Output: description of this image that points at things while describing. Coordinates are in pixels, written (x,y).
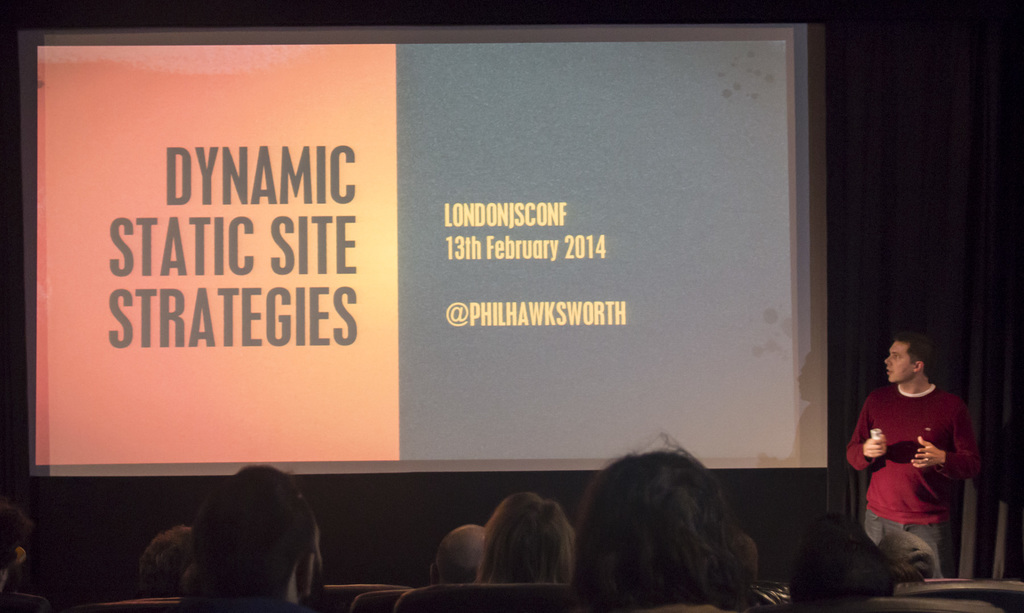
At the bottom of the image (269,493) few people (264,481) are sitting. In front of them a person (927,421) is standing and holding something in his hand (874,445) and there is a wall (202,488), on the wall (56,510) there is a screen (423,48).
